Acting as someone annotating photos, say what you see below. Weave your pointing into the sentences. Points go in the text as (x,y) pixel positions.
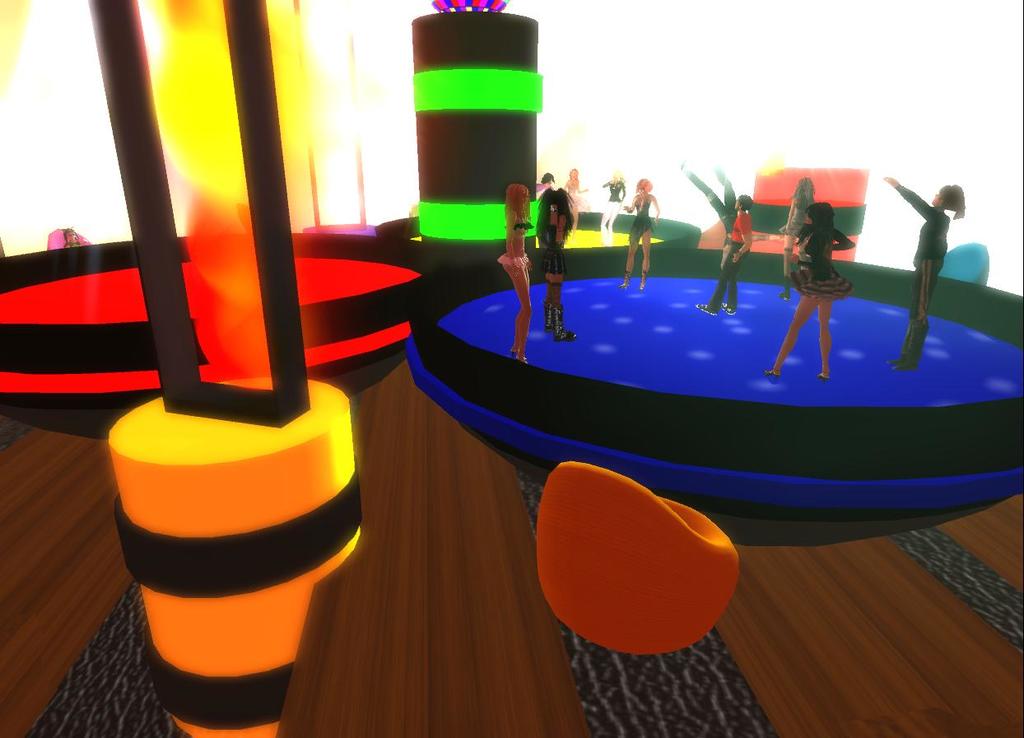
In this picture I can see animated image. I can see animated people (812,299) standing on the right side (843,281).
